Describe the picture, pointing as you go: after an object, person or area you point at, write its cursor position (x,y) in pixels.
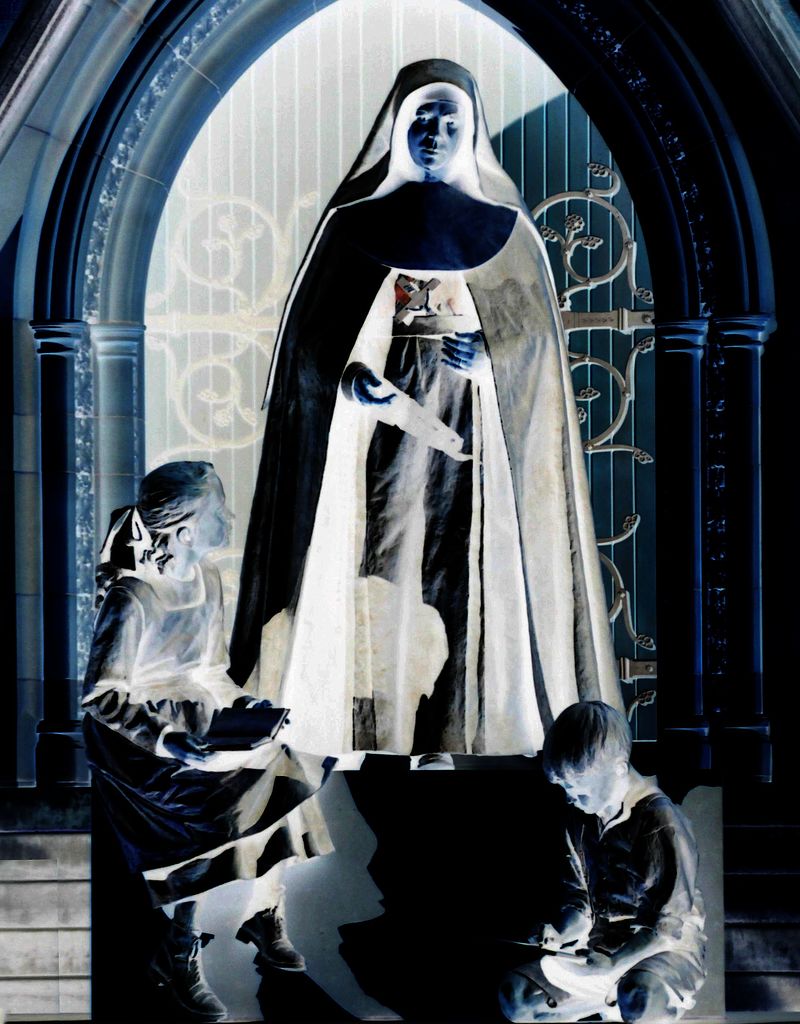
I can see a woman (425,215) standing and two children (168,794) sitting and holding few objects (279,718) in their hands (610,958). In the background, I can see few stairs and a few other objects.
